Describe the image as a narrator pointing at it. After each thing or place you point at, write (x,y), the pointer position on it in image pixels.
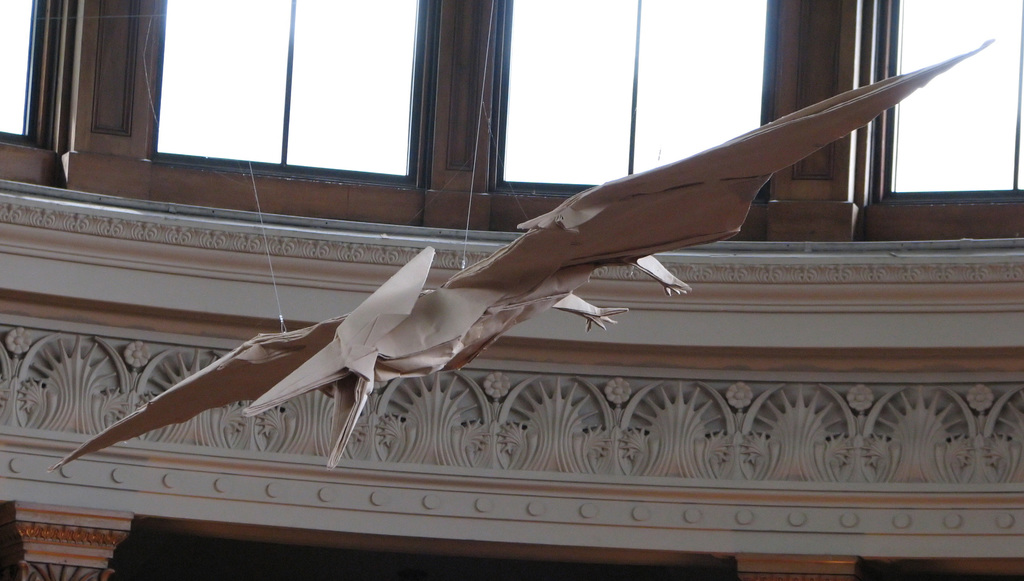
Here we can see a paper craft (543,246). In the background (510,209) there are glasses (980,84) and a wall (591,418).
